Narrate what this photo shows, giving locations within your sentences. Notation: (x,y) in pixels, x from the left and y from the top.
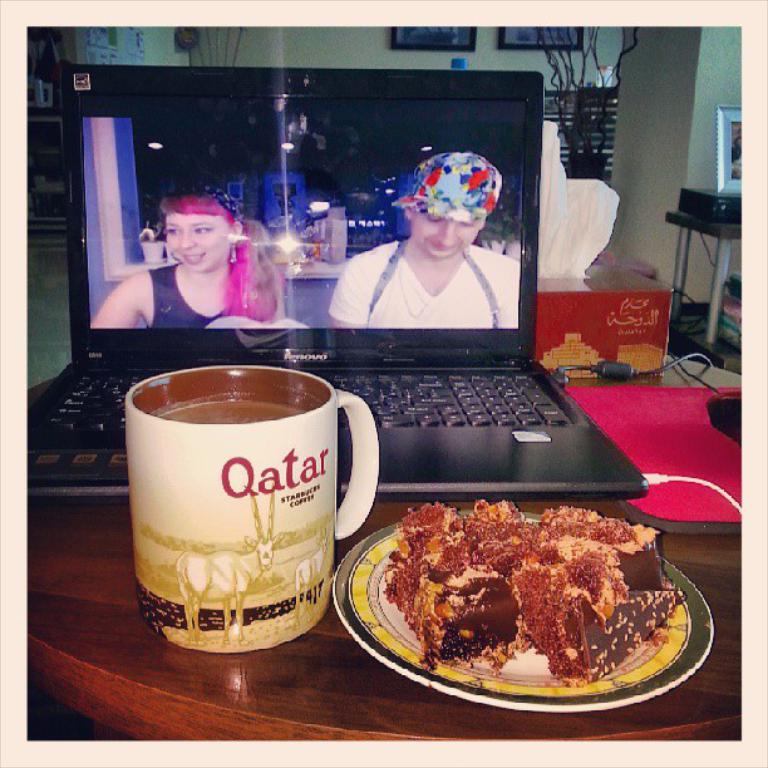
In this image we can see cake (490,615) on the table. And we can see the coffee cup (251,404). And we can see the laptop (479,402). And we can see the tissue box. And on the right side (730,152), we can see some things (724,140) on the table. And in the background (517,44) we can see frames (536,44) on the wall (510,53). And we can see one cupboard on the right side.
